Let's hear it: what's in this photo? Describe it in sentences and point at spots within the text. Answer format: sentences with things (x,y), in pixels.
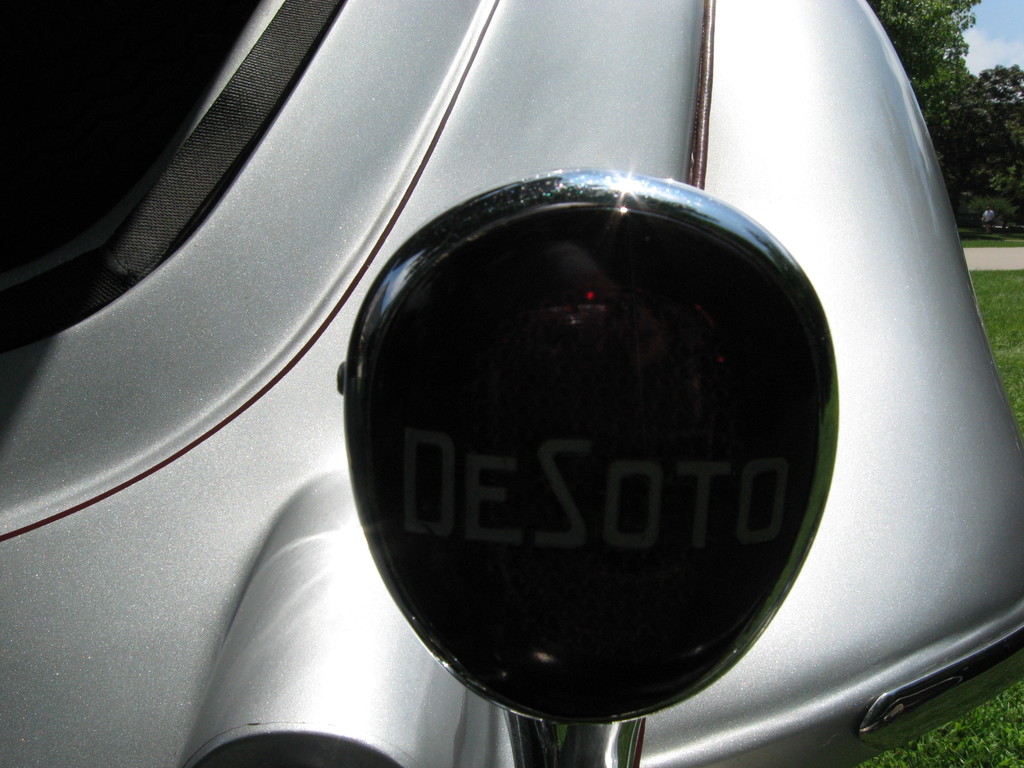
In this picture we can see car (394,335). Here can see a tail light (624,489). On the right (919,13) background we can see many trees (953,136). On the bottom right corner (1017,739) we can see grass (1019,752). On the top right corner (997,12) we can see sky (1006,35) and clouds (980,41).
